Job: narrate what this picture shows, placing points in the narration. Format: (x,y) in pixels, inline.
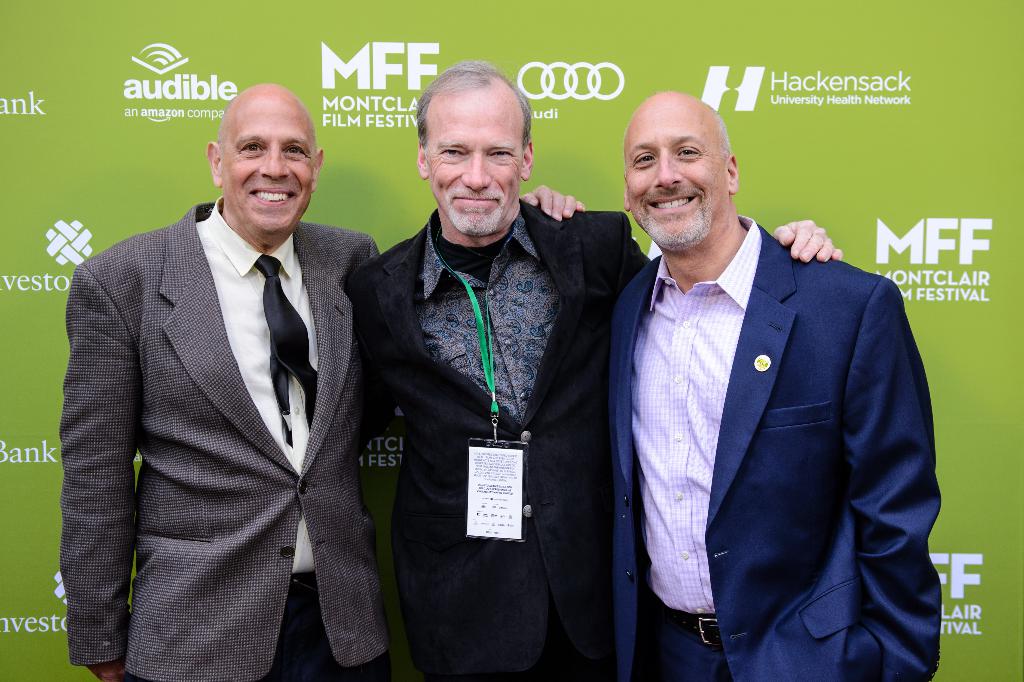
In this picture there are three men (422,274) standing and smiling, behind these three men (687,158) we can see hoarding (562,88).
